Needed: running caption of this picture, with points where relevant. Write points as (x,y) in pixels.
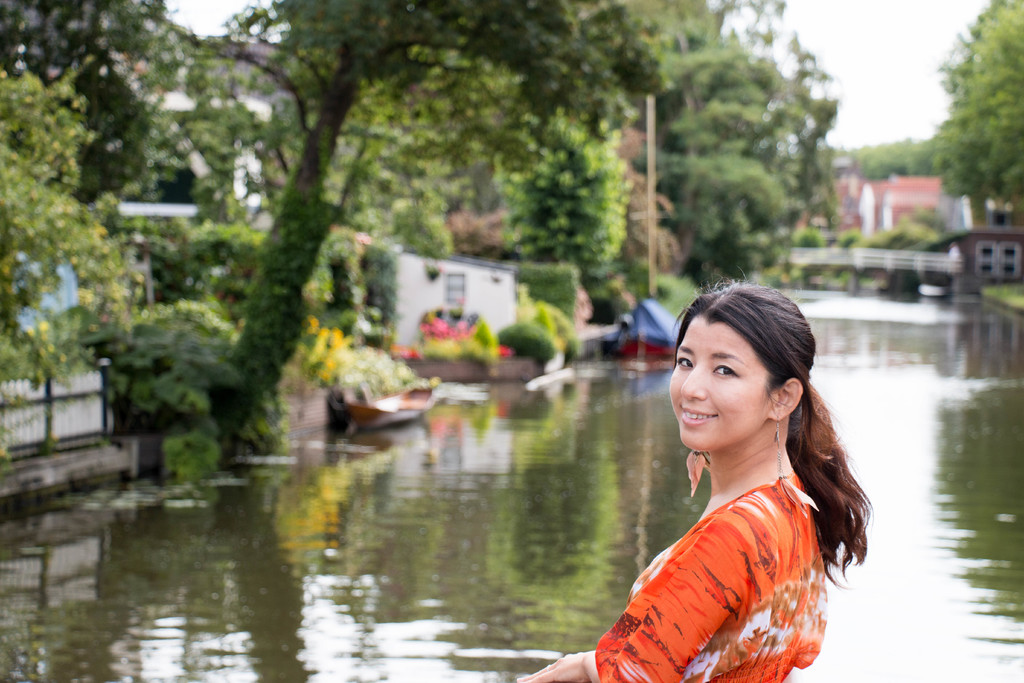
In this image I can see the person (747,399) is wearing orange and white color dress (731,542). I can see few trees (453,209), buildings (849,206), water (892,448) and few objects (863,253) and it is blurred.
